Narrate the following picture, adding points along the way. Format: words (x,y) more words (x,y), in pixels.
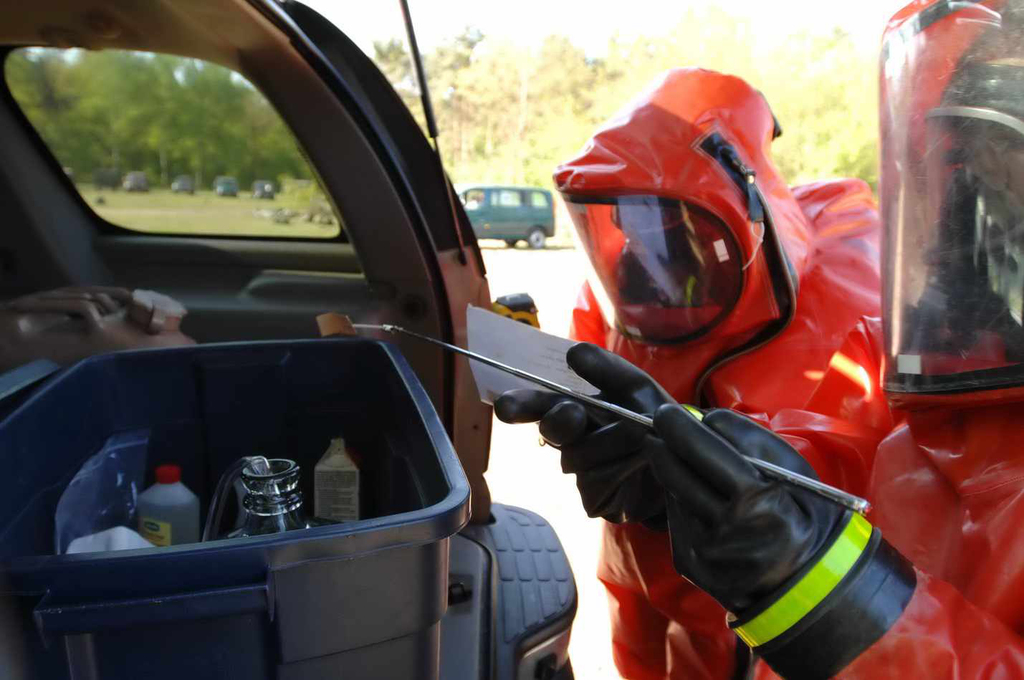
In this image in the right (808,265) there are two persons (951,419) wearing suits (676,342), gloves (648,440). They are holding paper (557,372) and stick (564,387). In the box (164,392) there are few bottle (272,496). This is looking like a vehicle (182,283). In the background (555,94) there are trees (169,176), cars (191,182).
